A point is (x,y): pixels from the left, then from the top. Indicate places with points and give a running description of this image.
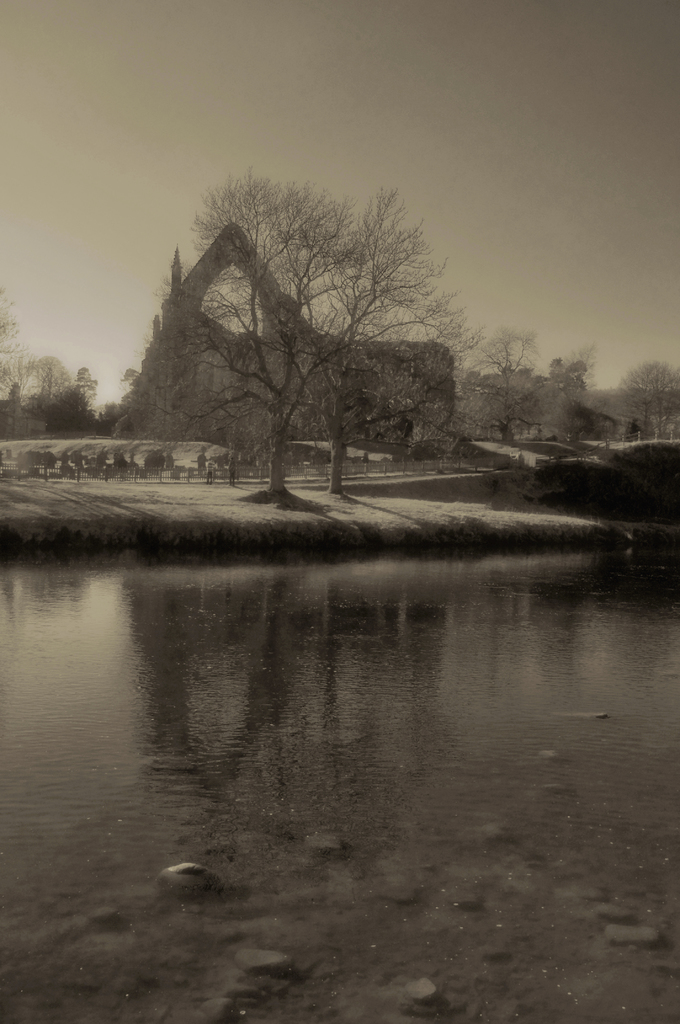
This is a black and white image. In this image we can see a water body (384,696), a fence (224,477), some people (232,482) standing, a group of trees (644,430), some houses (401,433) and the sky (517,291) which looks clear.
